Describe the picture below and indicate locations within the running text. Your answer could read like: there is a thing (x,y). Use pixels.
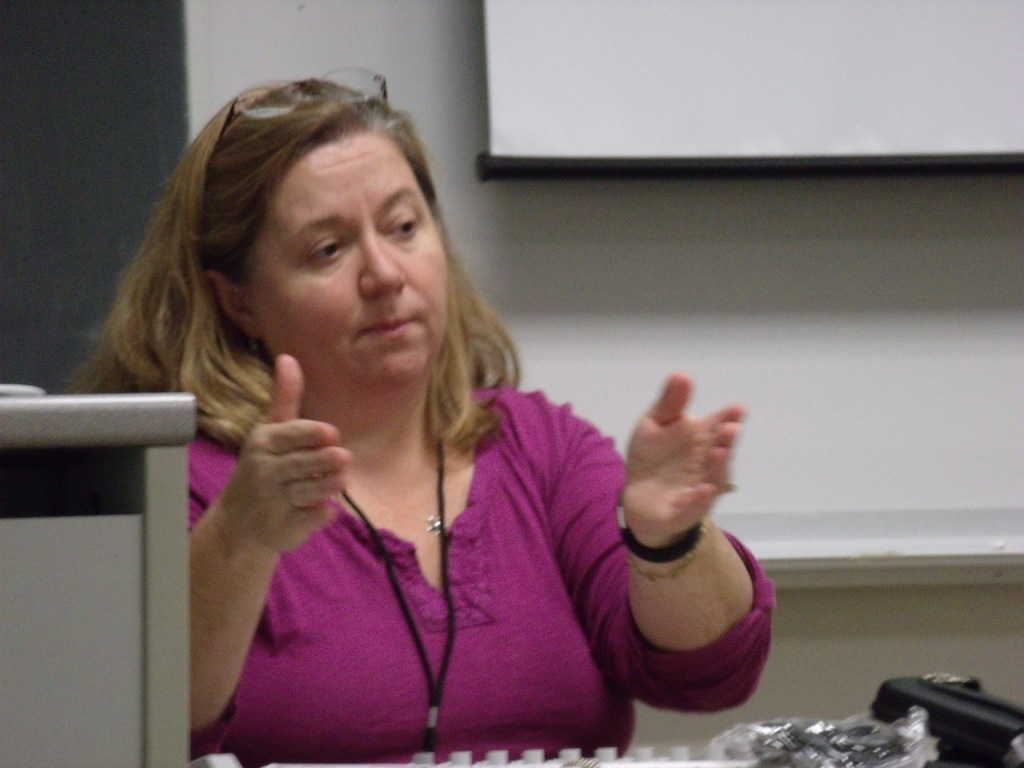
In the image we can see a woman (565,619) wearing clothes (556,660), neck chain (442,473) and bracelet (657,549). Here we can see spectacle (280,93), white chart (580,83) and other objects (860,733).
